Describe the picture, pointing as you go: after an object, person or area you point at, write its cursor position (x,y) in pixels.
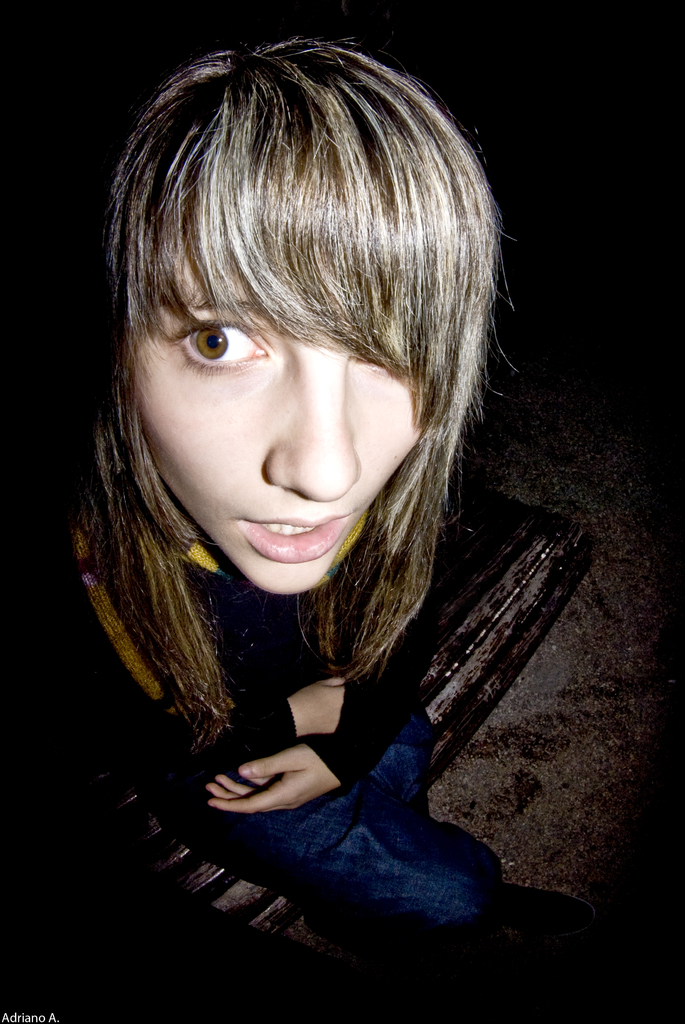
A cute girl (369,788) is sitting, she wore a black color top (286,714) and a jeans trouser (447,903).
